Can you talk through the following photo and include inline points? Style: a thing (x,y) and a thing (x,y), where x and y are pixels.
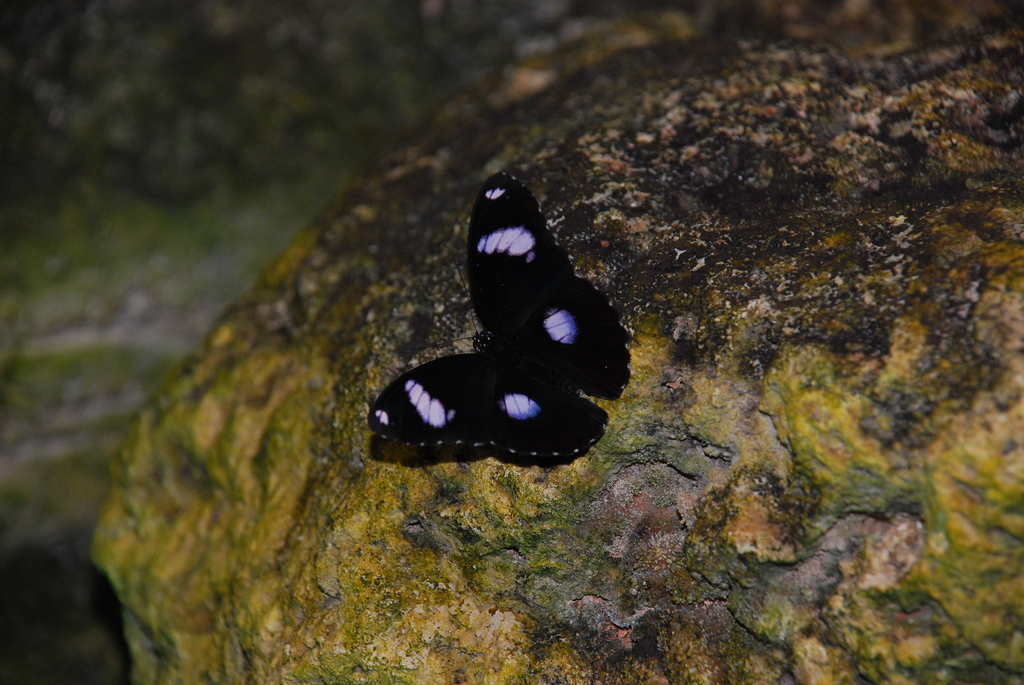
In this image we can see a butterfly (383,410) on the rock (604,448).
